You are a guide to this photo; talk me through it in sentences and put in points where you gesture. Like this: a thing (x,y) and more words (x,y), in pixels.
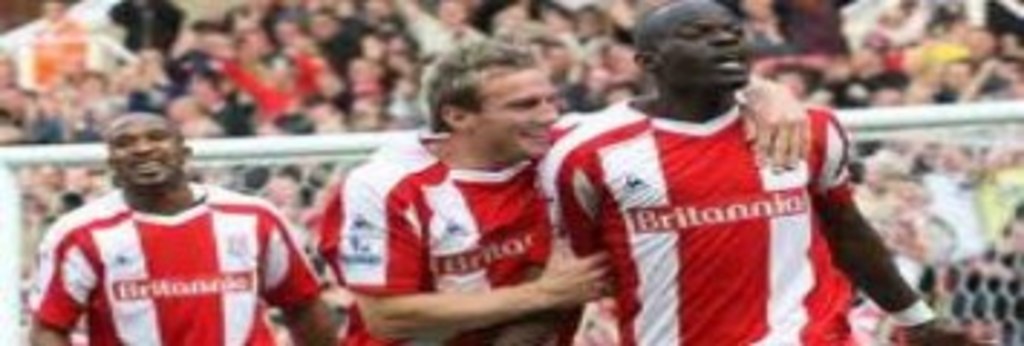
This picture is blur, There are three men (117,266). In the background (956,174) we can see net (985,168) and people (264,33).
